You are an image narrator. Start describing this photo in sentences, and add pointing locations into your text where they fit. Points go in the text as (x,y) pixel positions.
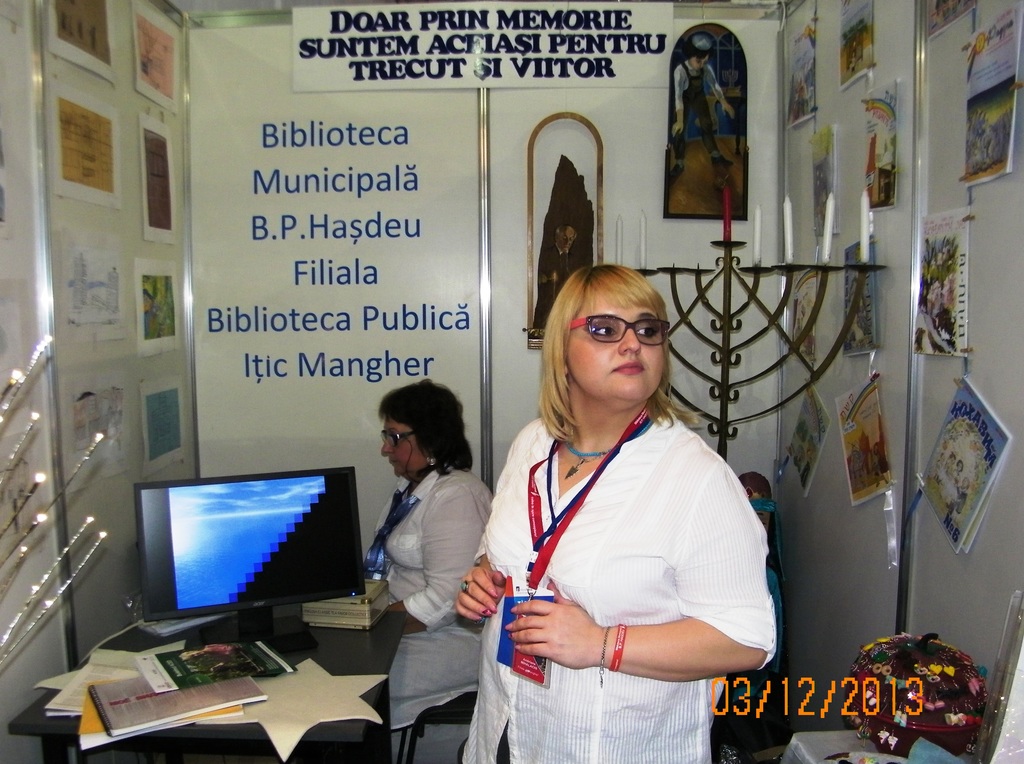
This is a picture taken in a room (537,458), there are a two women (486,565) in a room (509,584). The women (450,548) in white dress (417,529) sitting on a chair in front of the women (433,607) there is a table (386,636) on the table (349,647) there is a monitor (204,531), book (165,705) and paper (317,692). Background of this people (534,508) is a wall (465,220) which in white color on the wall (448,193) there are photo frames (879,147).
